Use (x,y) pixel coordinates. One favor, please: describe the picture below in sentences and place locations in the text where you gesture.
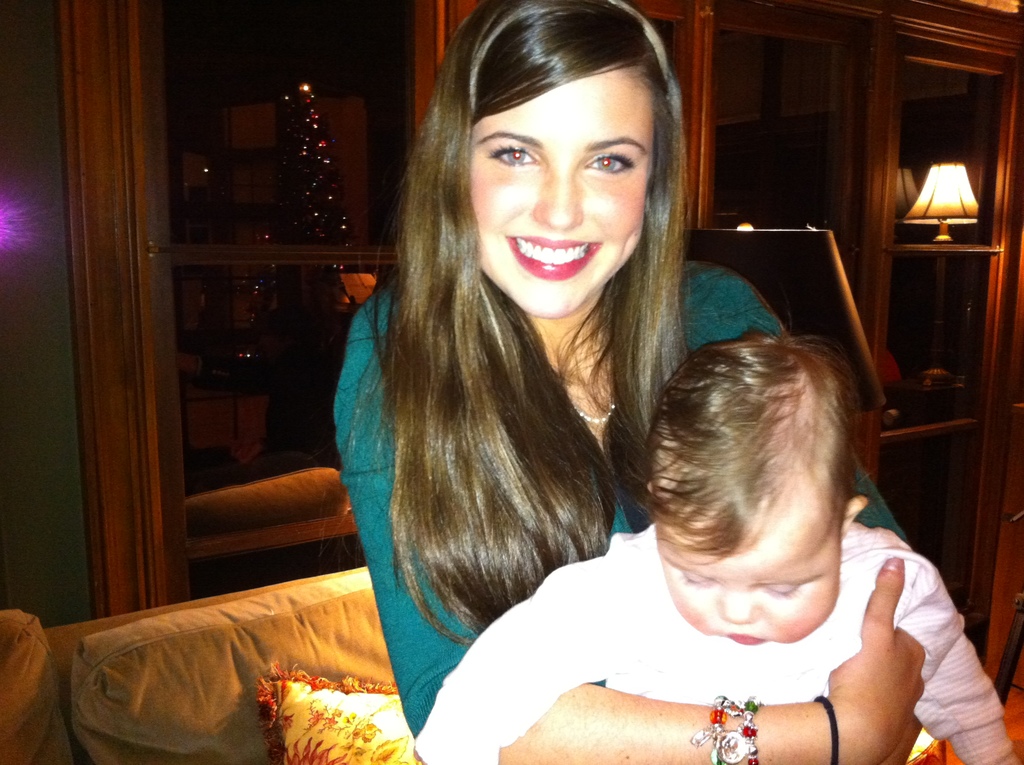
In this image we can see a woman (431,451) holding a child (670,650). We can also see a sofa (52,714) with a cushion (310,742) on it, lamp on the wooden surface (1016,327), wall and a tree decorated with lights (296,165).
